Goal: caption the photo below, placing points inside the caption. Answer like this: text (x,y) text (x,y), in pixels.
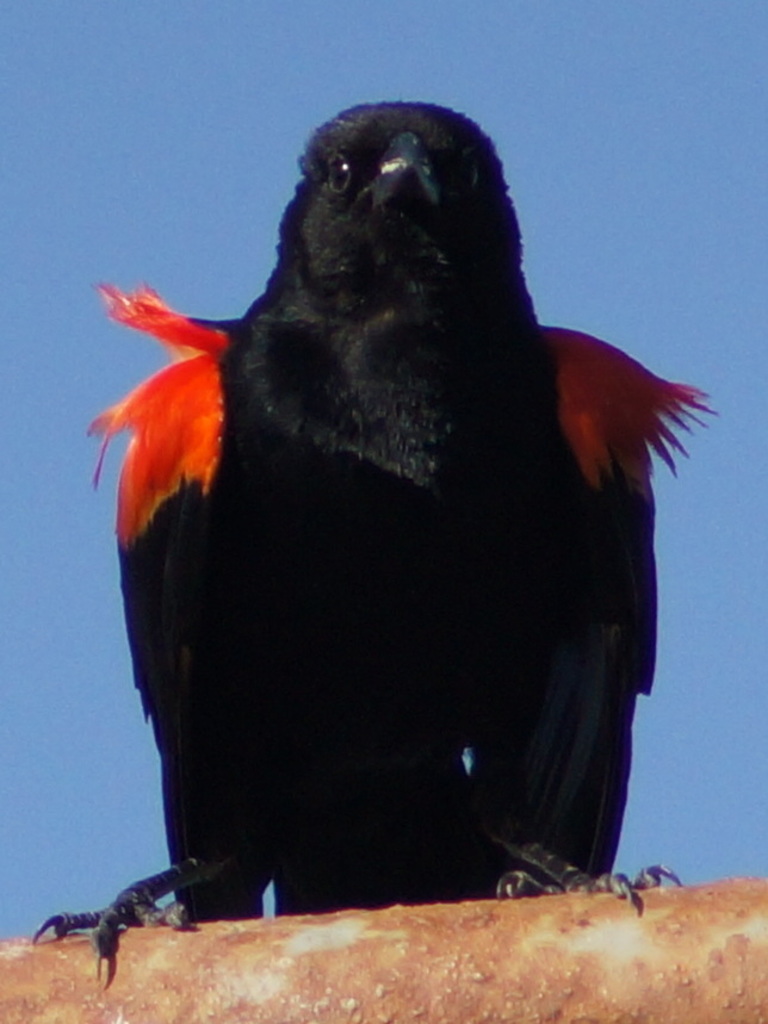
In this picture there is a red-winged blackbird (508,503) who is standing on the pipe (497,989). At the top (305,45) there is a sky (373,41).
